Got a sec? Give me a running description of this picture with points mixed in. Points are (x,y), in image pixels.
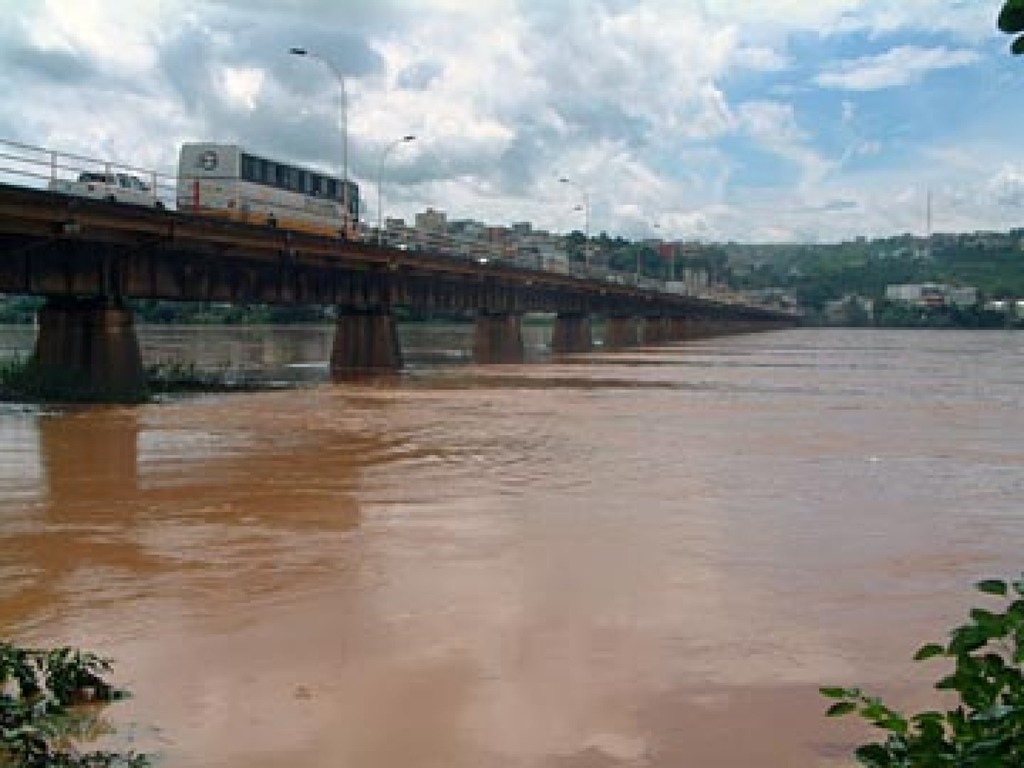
In this image we can see there is a river (931,431) with bridge (59,280) on top where so many vehicles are riding. Behind that there is a mountain (823,265) with so many buildings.
